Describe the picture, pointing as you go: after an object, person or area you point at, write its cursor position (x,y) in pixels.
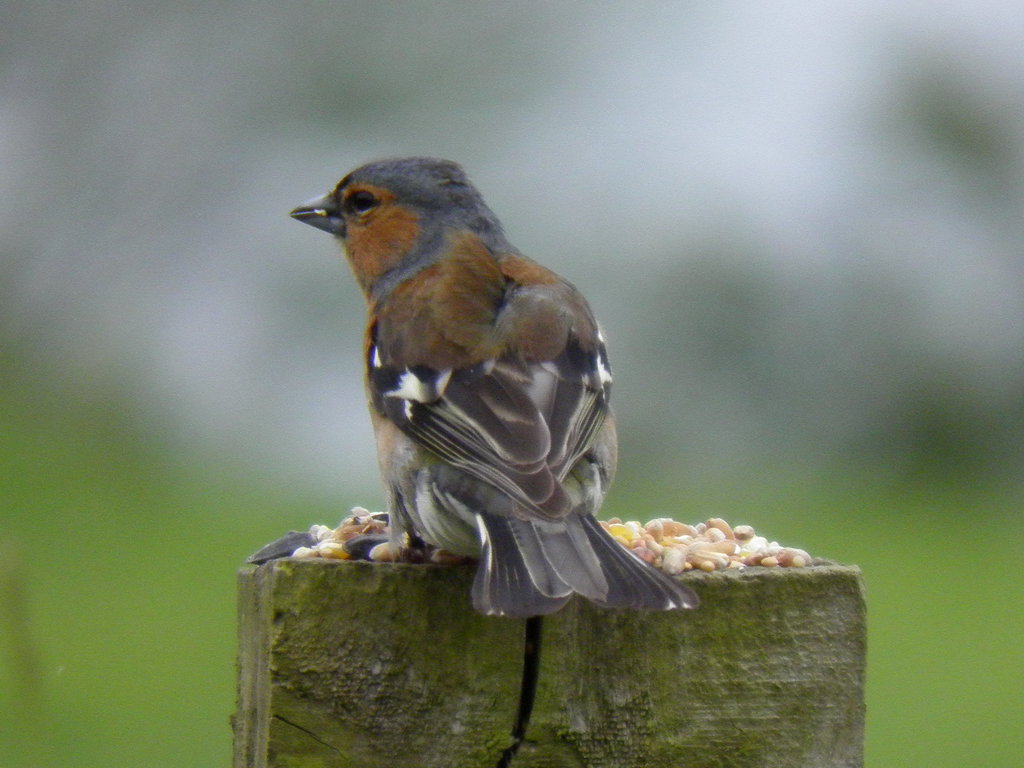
As we can see in the image in the front (464,496) there is a bird (440,243) and the background (188,154) is blurred.
